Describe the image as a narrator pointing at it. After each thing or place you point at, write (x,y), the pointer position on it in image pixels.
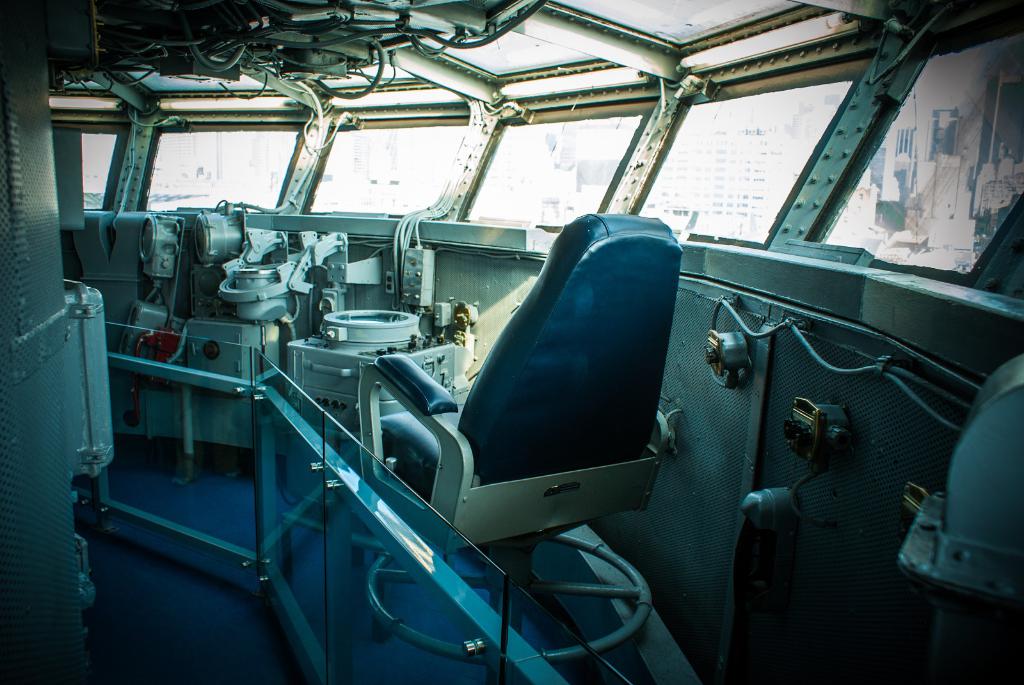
In the picture we can see a machinery (346,397) and beside it we can see a chair (519,537) and a railing (281,501) with a glass (213,408) and on the other side we can see window (745,227) from it we can see some buildings (788,186).
